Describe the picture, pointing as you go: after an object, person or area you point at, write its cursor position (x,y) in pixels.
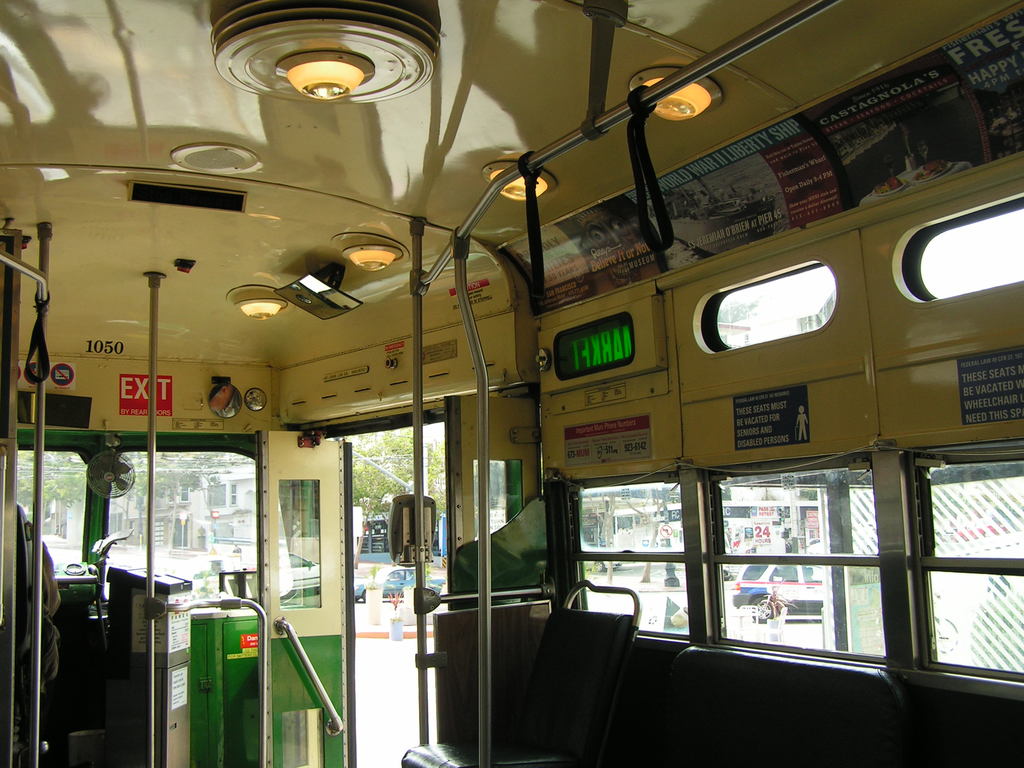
This picture is an inside view of a vehicle (256,380). In this picture we can see the rods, seats (793,666), windows (706,330), boards (75,417), lights (347,247), posters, roof (297,180). Through windows (656,547) we can see the vehicles (761,565), buildings (800,521), road (641,565), trees (397,453) and some people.
